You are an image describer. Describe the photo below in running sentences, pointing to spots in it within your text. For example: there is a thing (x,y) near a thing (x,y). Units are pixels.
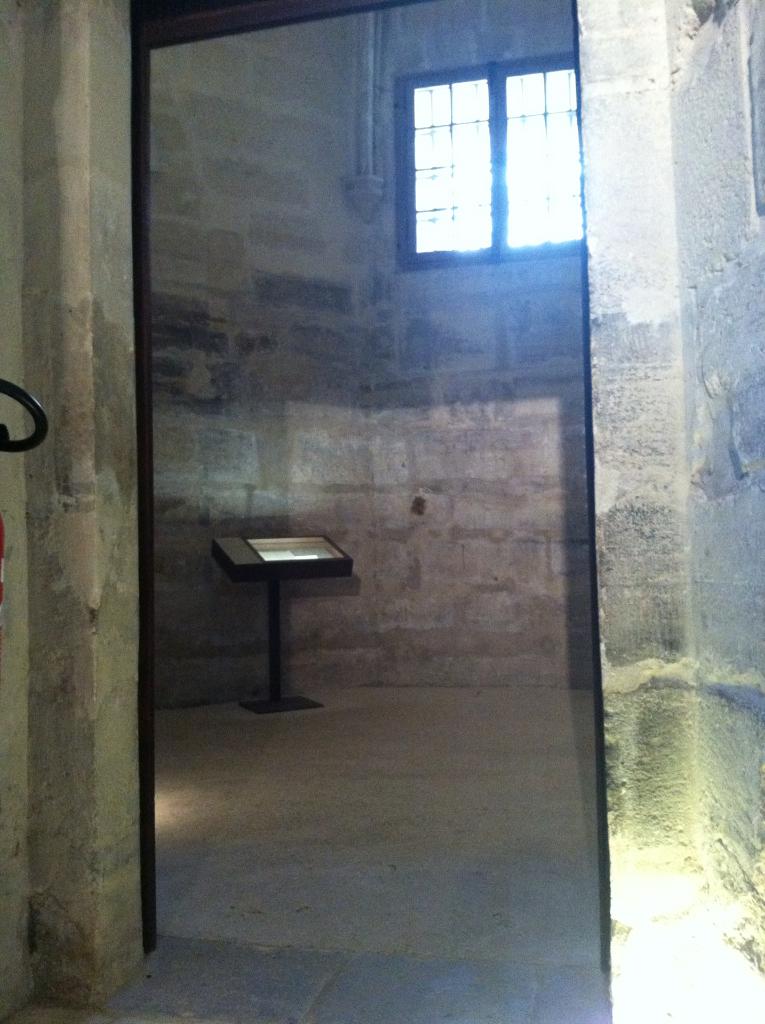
In this image we can see a board stand (276,711) placed on the floor (322,709), windows (413,232) and a pipeline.
